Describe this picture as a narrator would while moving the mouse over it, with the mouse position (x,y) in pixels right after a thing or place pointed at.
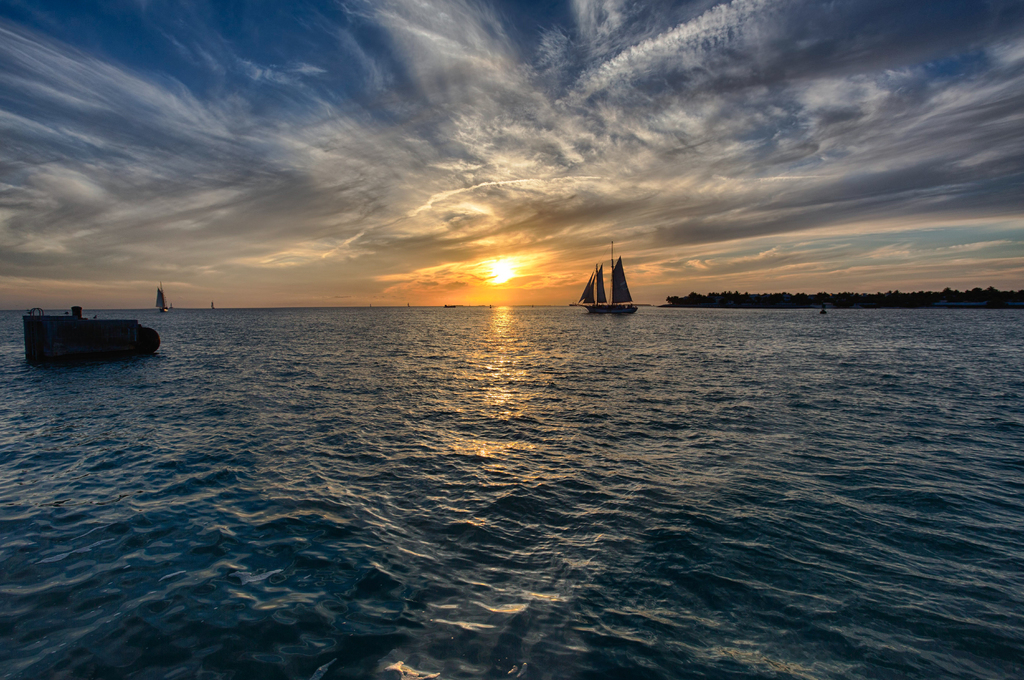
In this picture we can see boats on the water (491,407), trees (933,293) and in the background (450,196) we can see the sky (558,165) with clouds (490,244).
